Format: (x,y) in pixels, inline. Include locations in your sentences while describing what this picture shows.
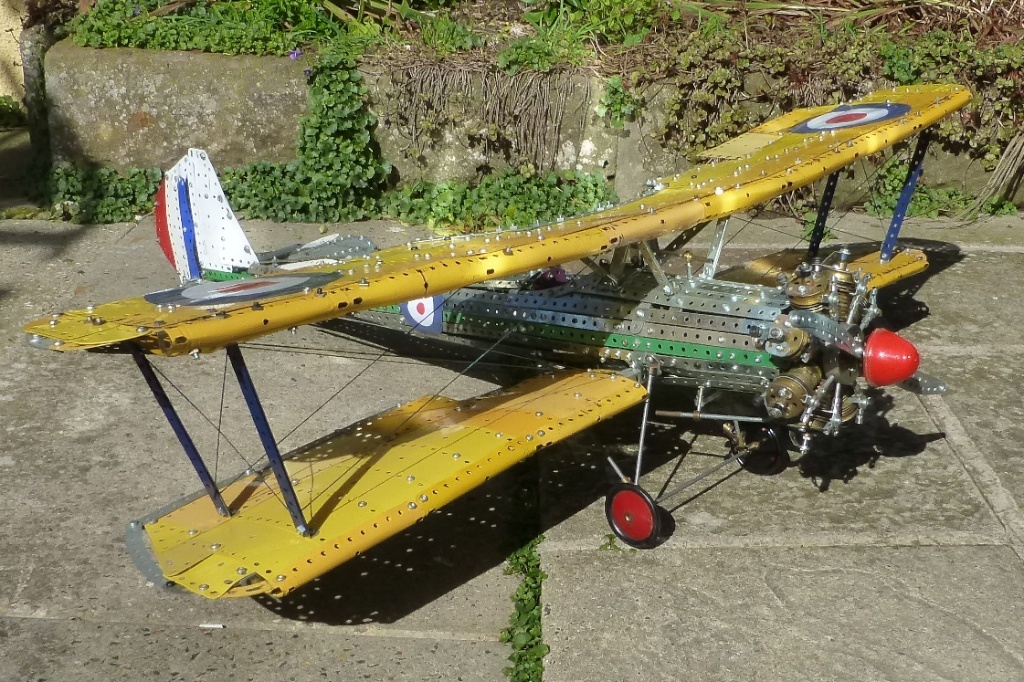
It is an aeroplane (668,411) made with the iron things (720,336). There are plants (409,85) in the back side of an image (536,158).
